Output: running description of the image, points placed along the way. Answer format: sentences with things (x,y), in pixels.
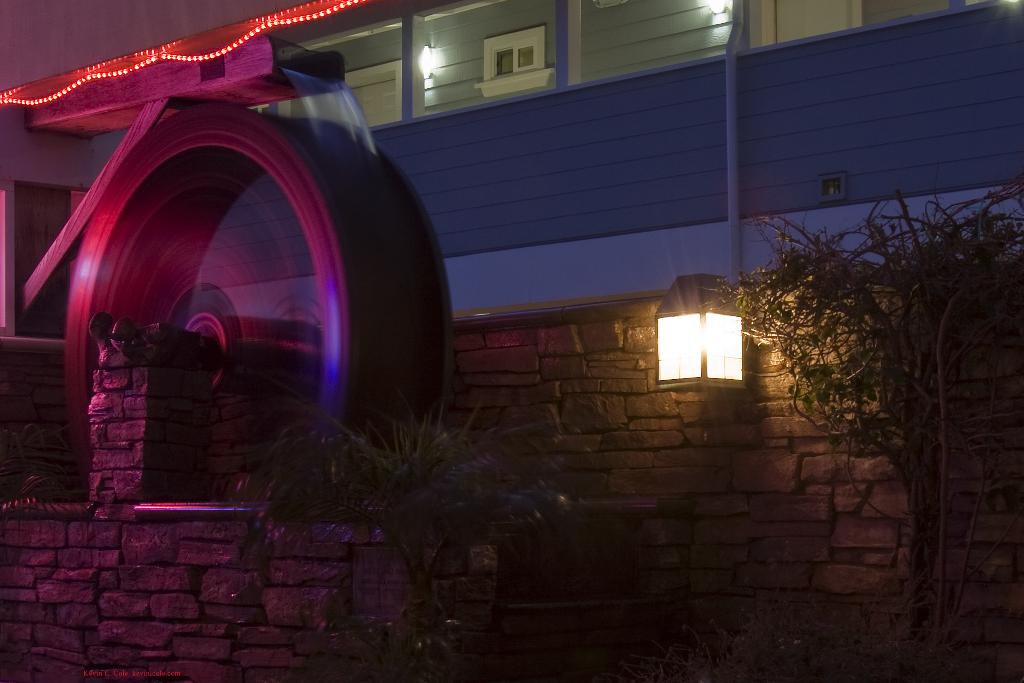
In this picture I can see a building (482,144) and a stone wall (569,502) and I can see a tree (895,357) and a plant (437,542). I can see few lights (683,324) and a water wheel (321,261).
